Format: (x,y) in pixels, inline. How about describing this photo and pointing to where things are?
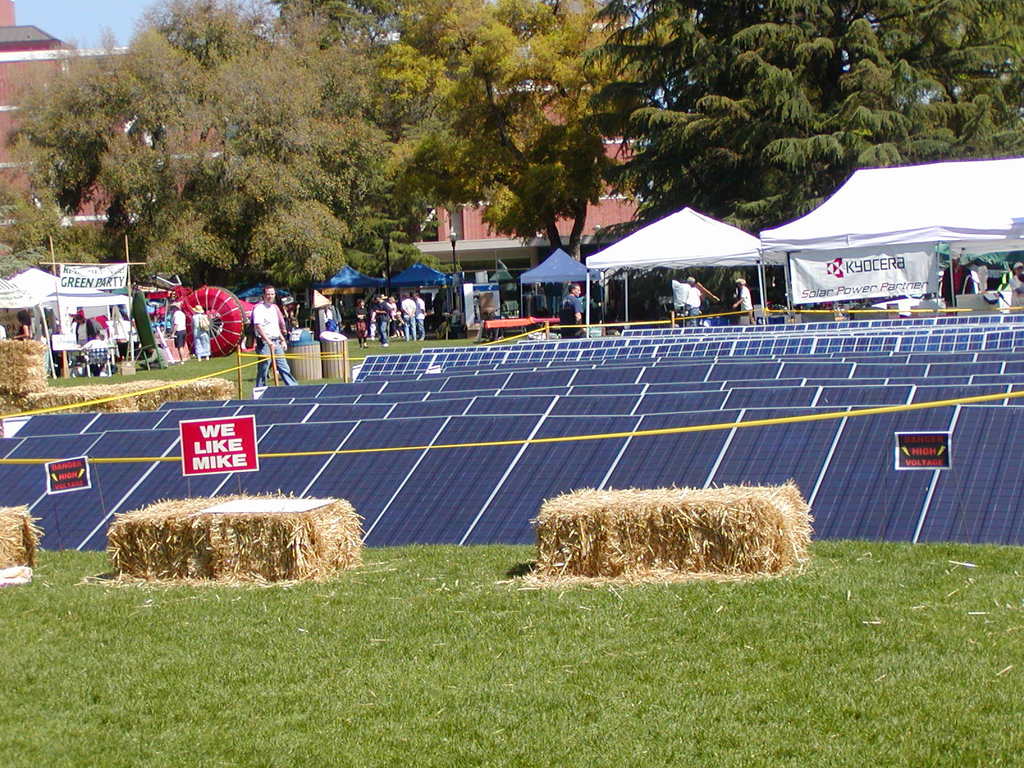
In this picture we can see some grass (276,695) on the ground (81,600). There are bunches of dry grass (264,549). We can see some solar panels (118,451) on the grass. There are a few tents (680,313), posters (201,446), people (78,334) and some objects (192,305) are visible at the back (139,347). There are trees (379,138) and a building (11,130) is visible in the background (23,91). We can see the sky (90,41) in the top left (97,32).
